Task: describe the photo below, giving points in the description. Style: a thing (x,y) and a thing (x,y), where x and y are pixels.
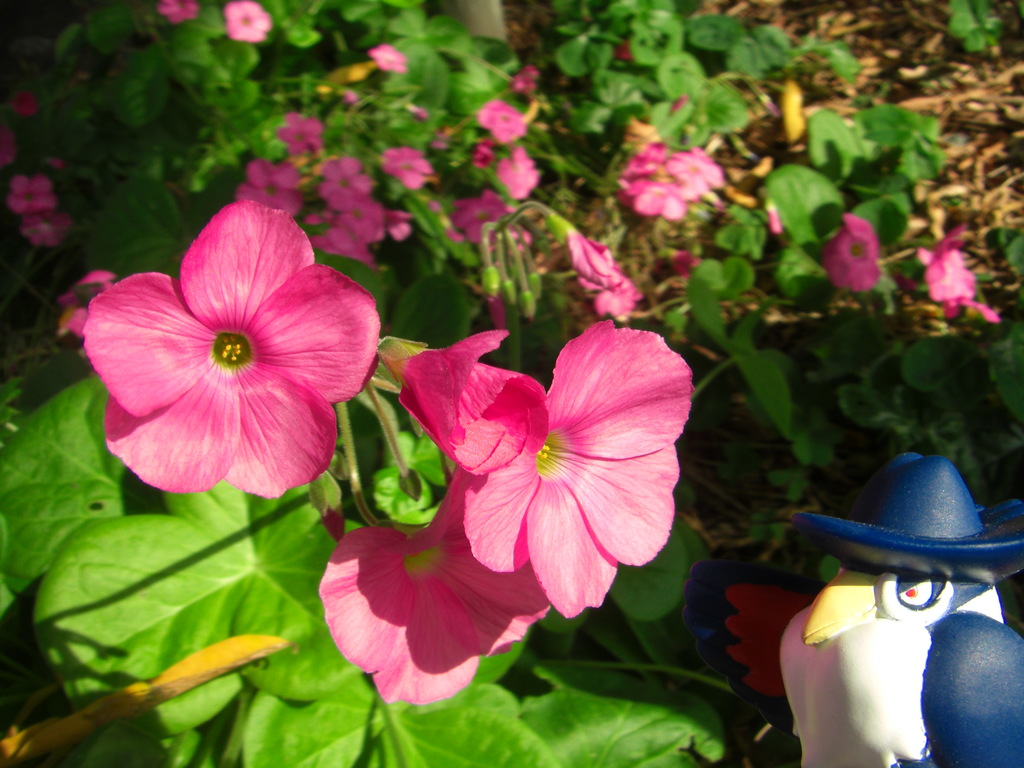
In this image I can see number of pink colour flowers (533,489) and leaves (614,122). On the bottom right side of this image (830,752) I can see a blue and white colour sculpture (891,634).
